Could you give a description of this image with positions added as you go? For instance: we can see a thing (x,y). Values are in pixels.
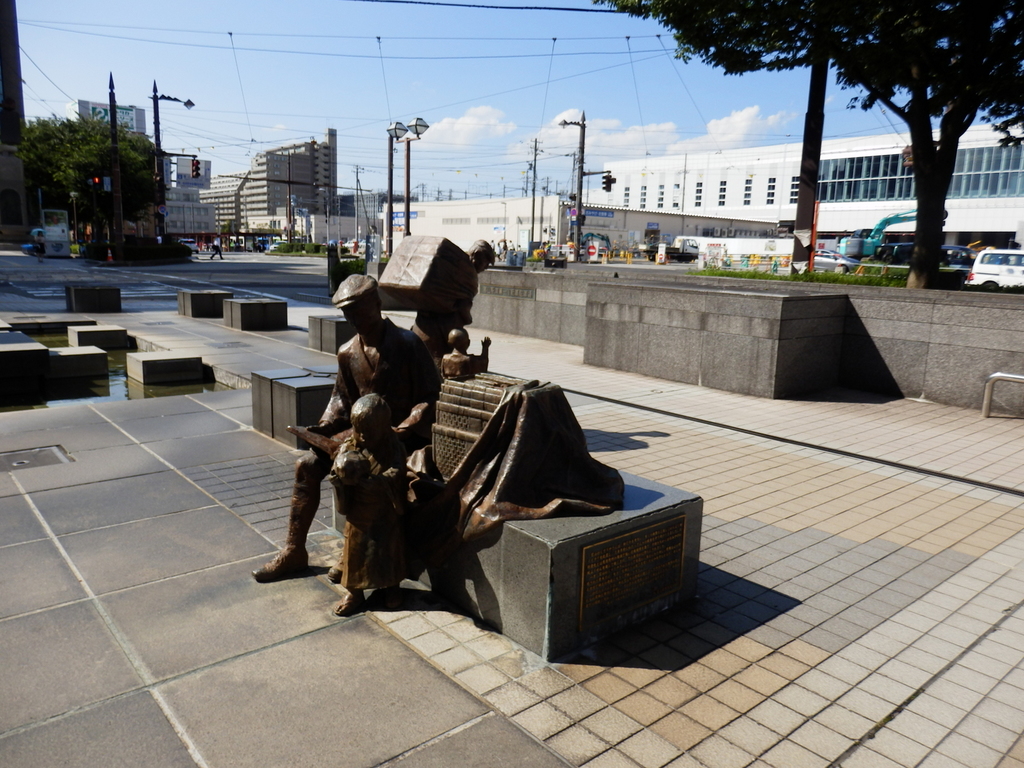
In this image we can see statues (322,455), few black color objects (552,562), few trees (145,200), buildings (315,191), light poles (118,149), traffic lights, vehicles (876,260) and the sky (554,85) with clouds (569,127).
